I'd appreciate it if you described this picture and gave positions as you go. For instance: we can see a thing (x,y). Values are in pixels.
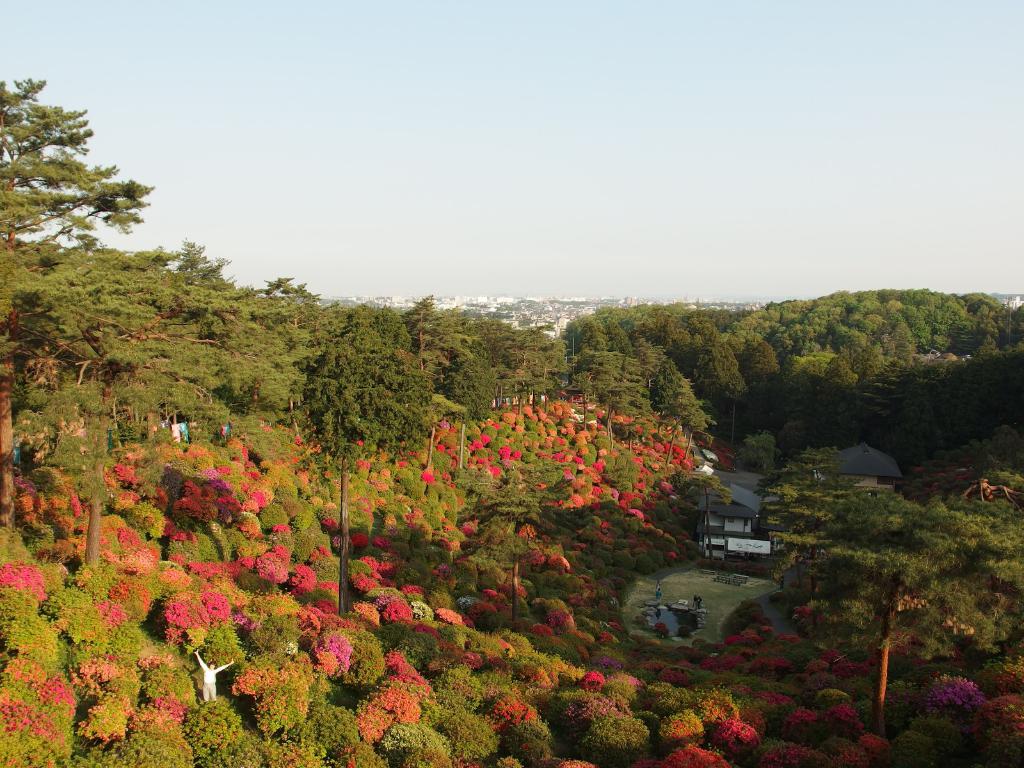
In this picture we can see trees (813,512), poles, houses (751,512) and grass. At the bottom of the image (214,692), there is a person (198,659) standing. At the top of the image (491,169), there is the sky (584,174).
